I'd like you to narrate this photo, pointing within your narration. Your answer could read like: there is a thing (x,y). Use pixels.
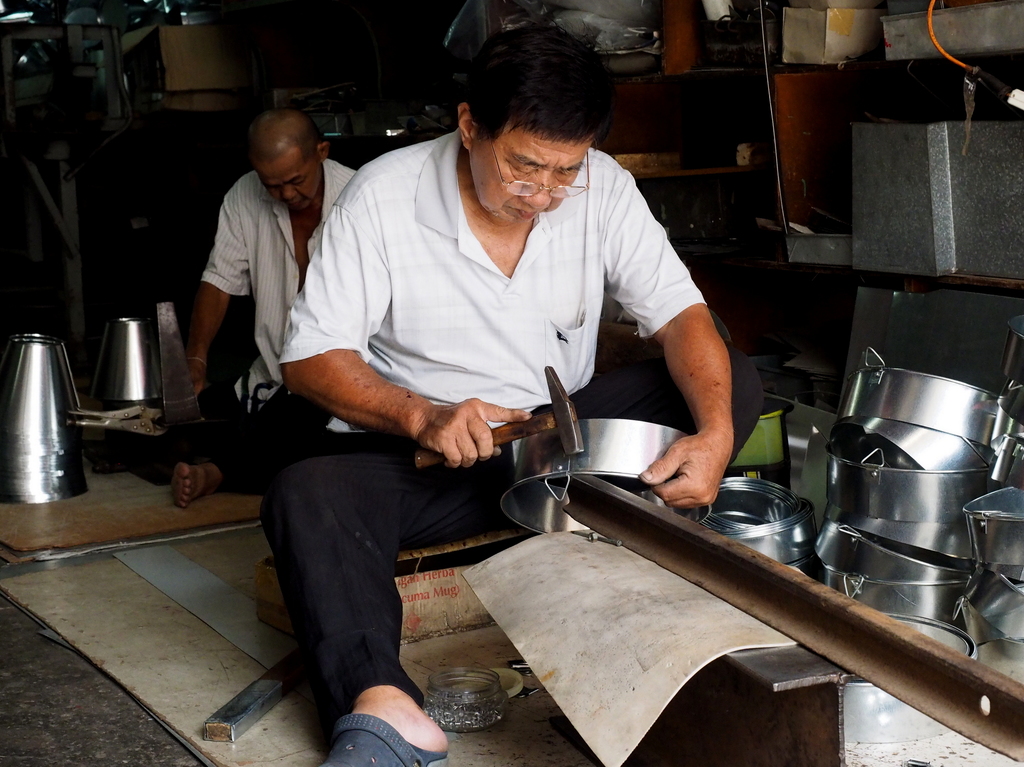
In this image I can see two people (374,261) with white and black color dresses (353,472). To the side of the people (688,498) there are utensils (596,441). In the background (18,76) there are cardboard boxes (220,65), steel objects (108,92) can be seen.
